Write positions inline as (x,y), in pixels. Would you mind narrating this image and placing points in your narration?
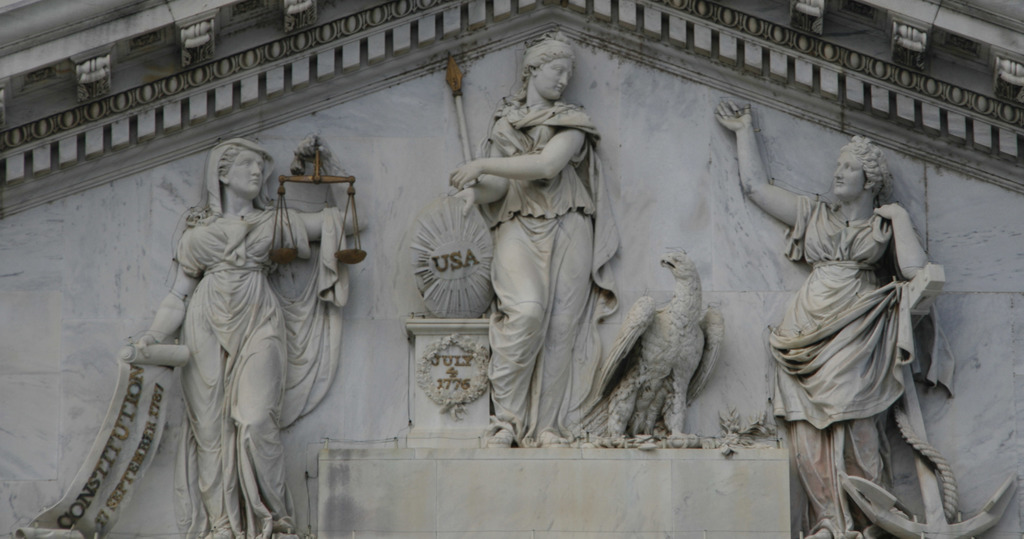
In this picture I can see there are few sculptures (614,283) of women (533,292) and a eagle (671,314) on the wall (410,185).
